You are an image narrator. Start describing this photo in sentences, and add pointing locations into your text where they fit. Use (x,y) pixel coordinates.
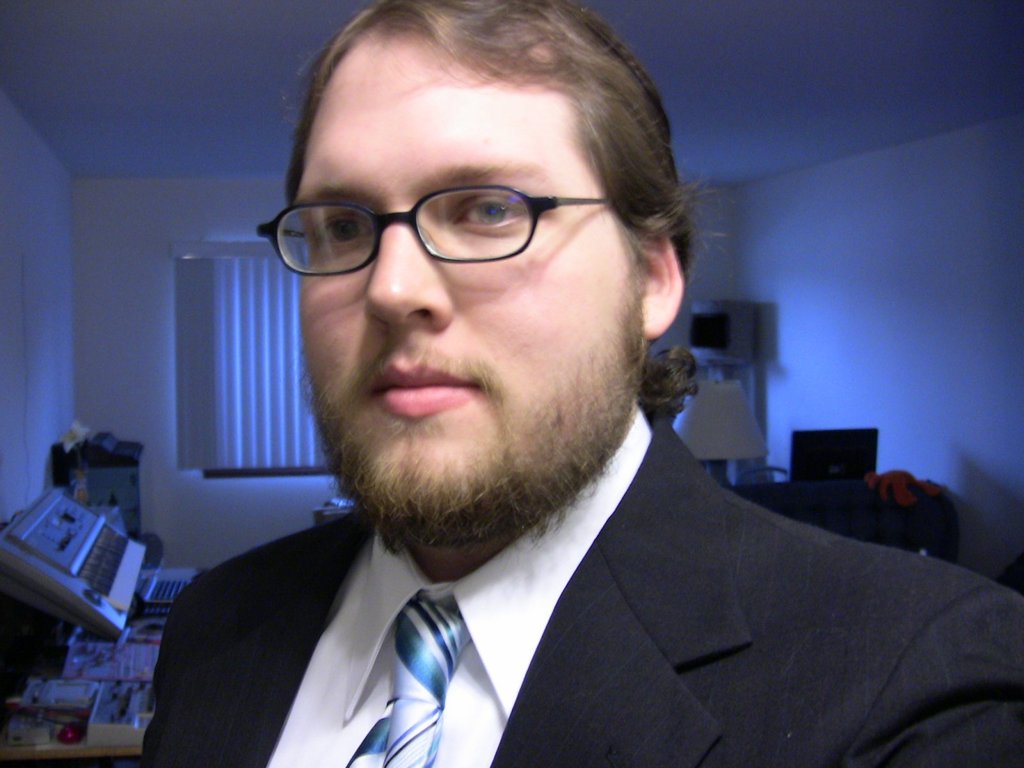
In this picture I can see a man (378,479) in front (306,739) who is wearing formal dress (415,620) and in the background (101,364) I can see a lamp (759,446), wall (107,342) and few things (85,545) on the left side of this image (80,546) and I see the ceiling (78,46).
